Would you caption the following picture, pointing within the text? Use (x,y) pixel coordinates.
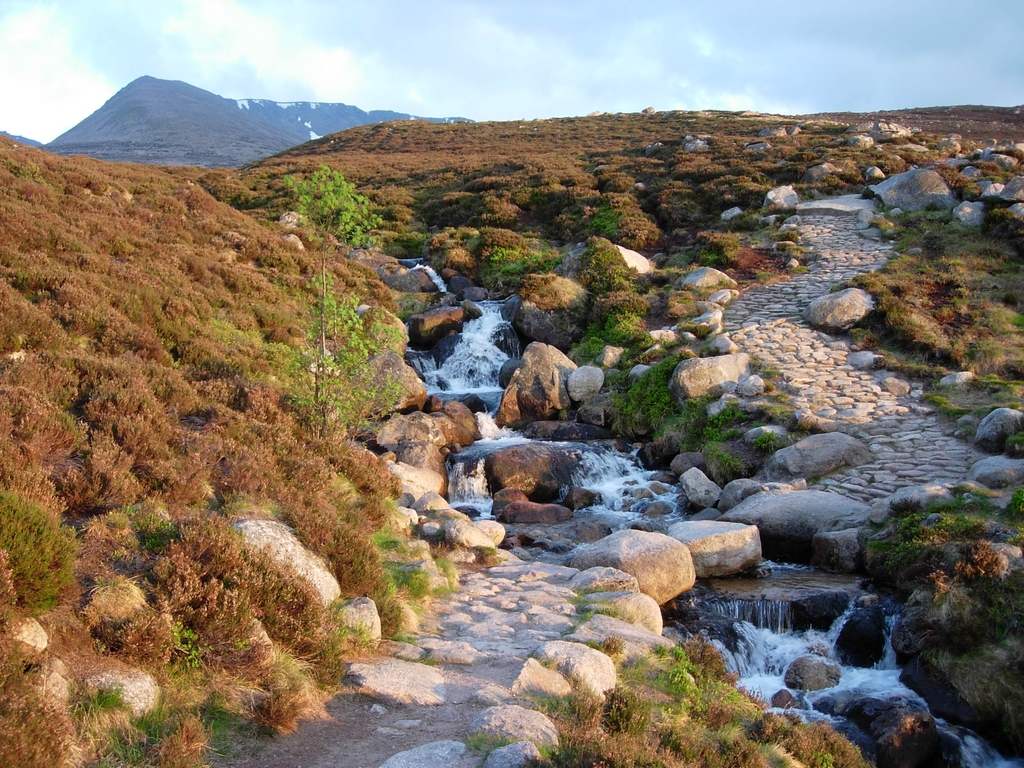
In this image we can see a stream (790,651), rocks (667,536) and greenery (357,351). At the top of the image (161,42), we can see the sky (596,50) with clouds (517,48) and a mountain (201,101).
